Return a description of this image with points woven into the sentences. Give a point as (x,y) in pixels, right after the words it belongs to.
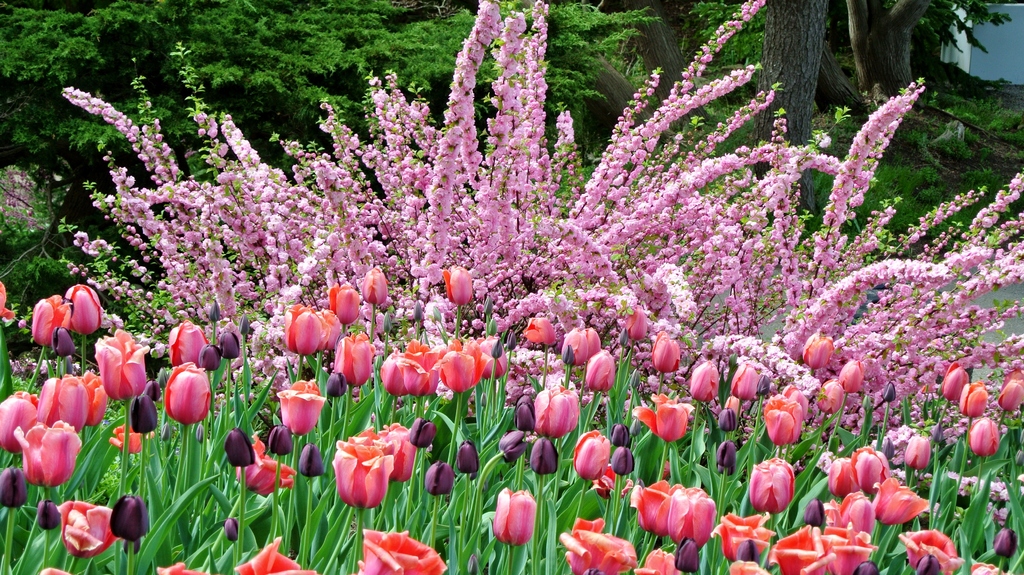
In this picture we can see few flowers (432,349), plants (226,383) and trees (677,42).
